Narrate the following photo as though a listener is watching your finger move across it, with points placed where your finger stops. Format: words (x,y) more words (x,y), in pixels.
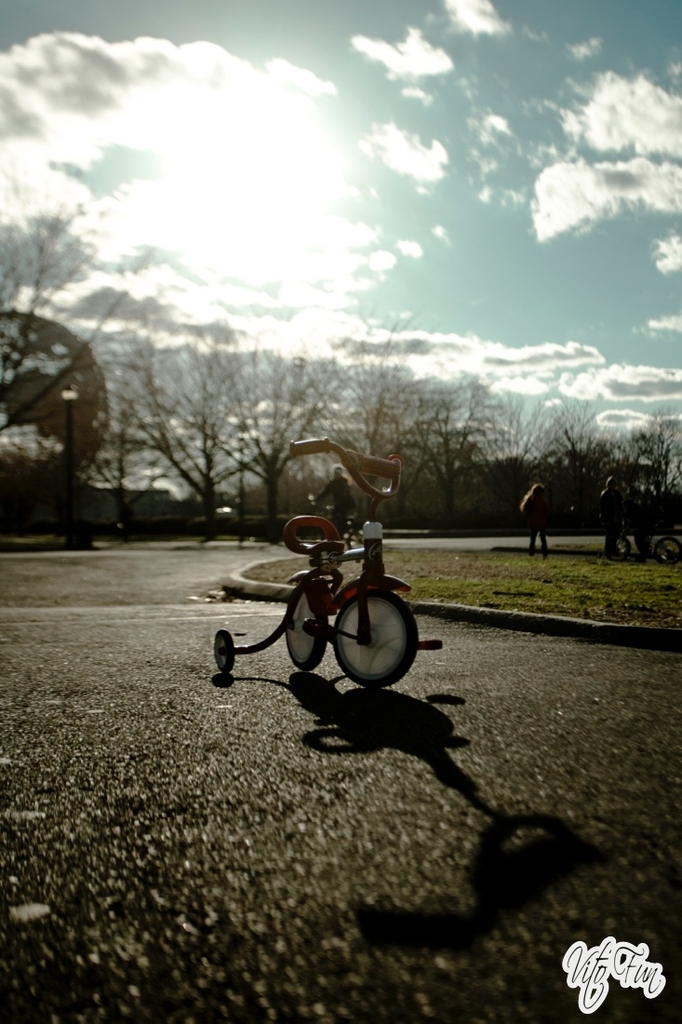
In this image in the center (310,601) there is a bicycle (359,628). In the background (510,564) there are persons (629,536), there's grass (492,586) on the ground (496,585) and there are trees (198,439) and the sky (307,163) is cloudy. On the bottom right of the image (617,962) there is some text (626,970) visible.
